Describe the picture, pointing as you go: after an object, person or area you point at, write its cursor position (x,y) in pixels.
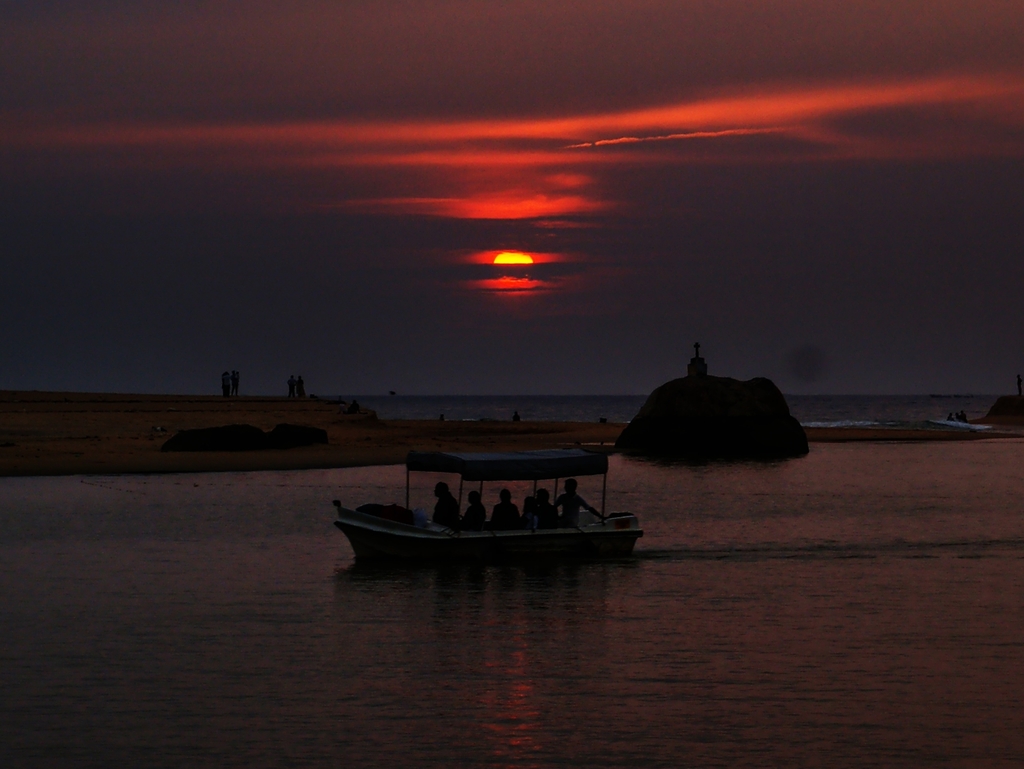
In this picture there are people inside a boat (336,524) in the center of the image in the water (667,504) and there are other people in the background area of the image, it seems to be the view of sunset.
